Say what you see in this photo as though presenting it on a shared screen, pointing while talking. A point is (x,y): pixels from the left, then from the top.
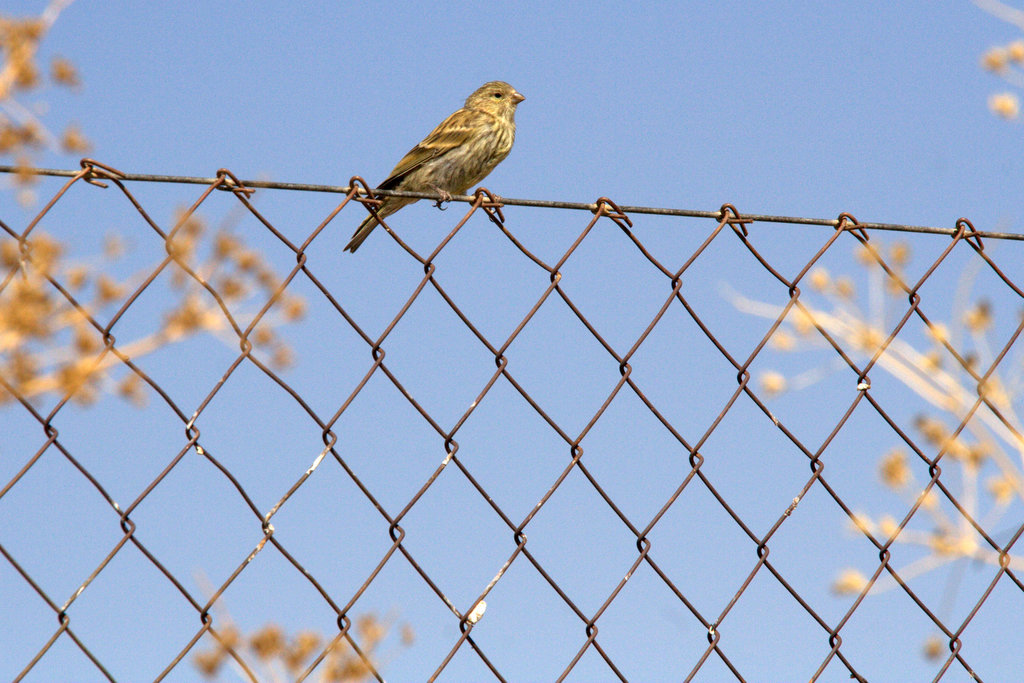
Here we can see a bird (483,154) on a fence (254,558). On the left (13,181) and right side (1007,479) we can see branches (21,64) on a plant (21,47). In the background (178,13) we can see the sky (466,96).
